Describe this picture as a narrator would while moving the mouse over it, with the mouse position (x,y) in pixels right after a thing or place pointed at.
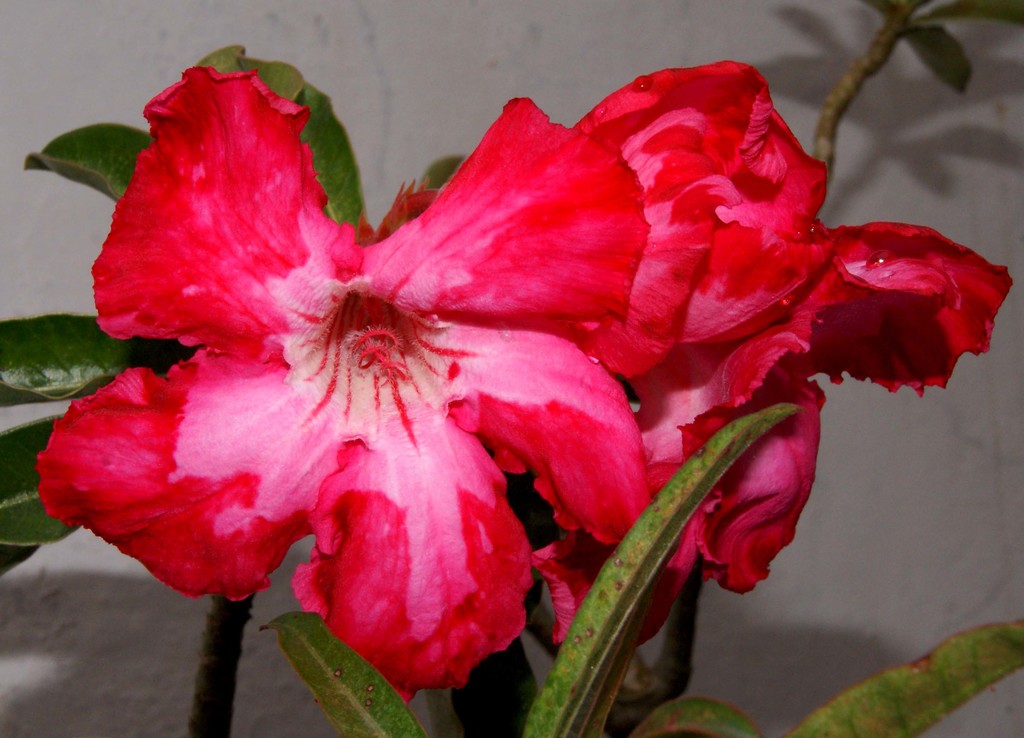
In this picture I can see red color flowers (532,426). In the background (409,100) I can see a white color wall (476,48).
